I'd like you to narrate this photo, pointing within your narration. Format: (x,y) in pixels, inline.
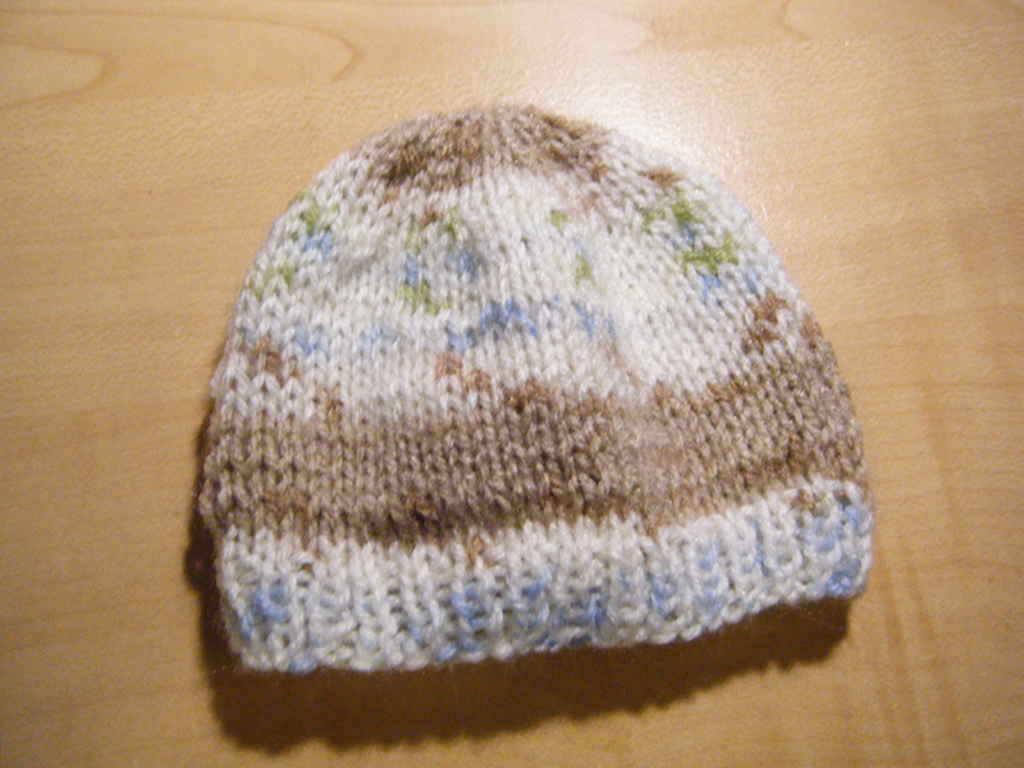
In this image there is a cap (593,418) which is on the surface (150,316) which is brown in colour.
